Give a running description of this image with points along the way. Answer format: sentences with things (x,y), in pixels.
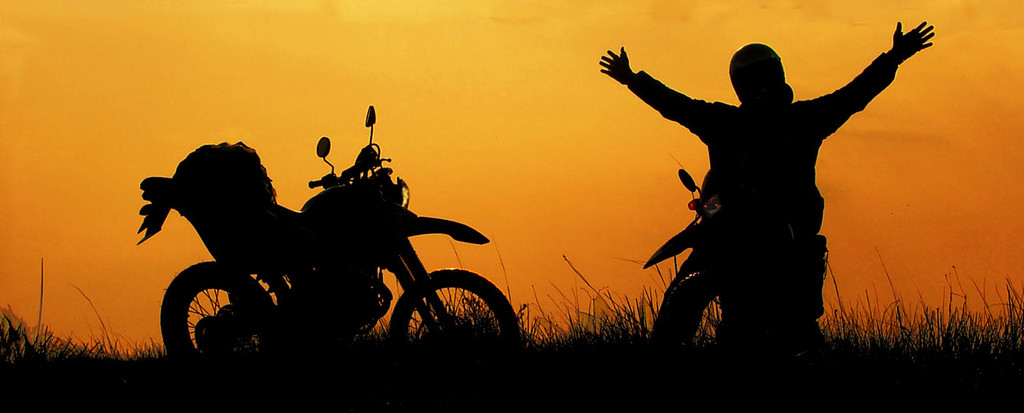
At the bottom of the image (446,389) there is grass (394,357). On the grass (922,326) there is a bike (271,227) with bag (217,192). And on the right side of the image (748,221) there is a person (705,131) sitting on the bike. And there is sky (60,146) which is in yellow color.
